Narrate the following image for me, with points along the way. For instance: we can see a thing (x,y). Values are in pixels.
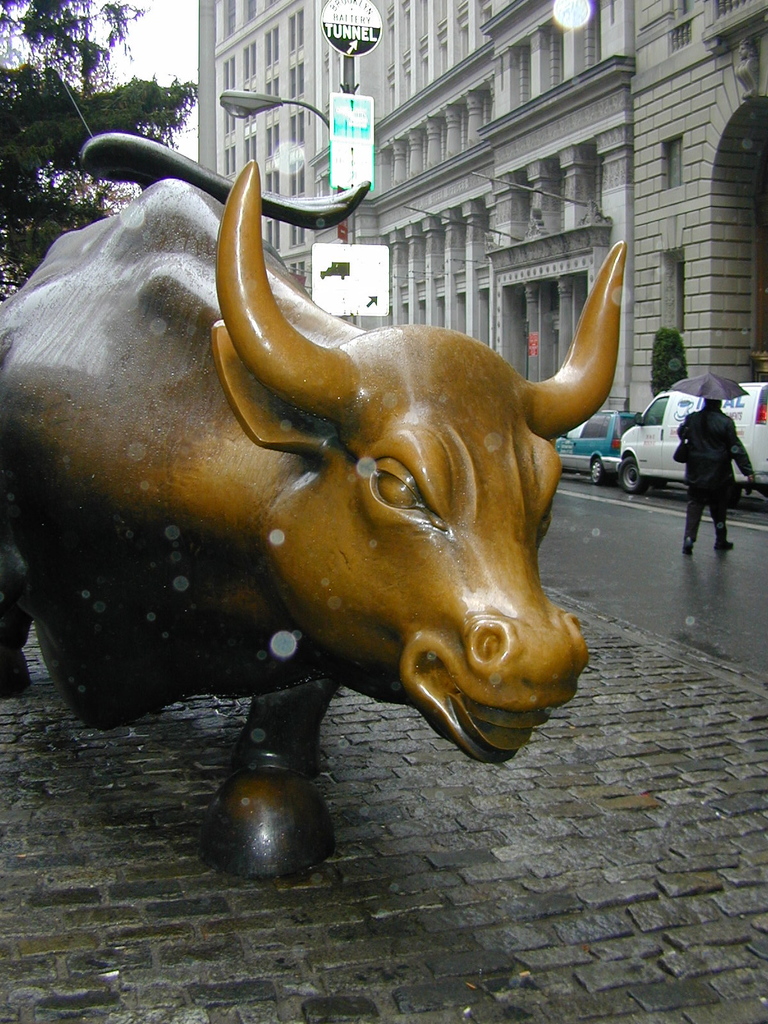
In this image, we can see a statue (284,744) on the path (506,882). On the right side (721,497), a person (721,510) is crossing a road (690,565). Here we can see umbrella (708,388), vehicles (591,455), plant (654,379), boards (338,188), poles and street light (234,108). Background (222,117) we can see walls (214,126), pillars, tree (62,129) and sky (121,53).
